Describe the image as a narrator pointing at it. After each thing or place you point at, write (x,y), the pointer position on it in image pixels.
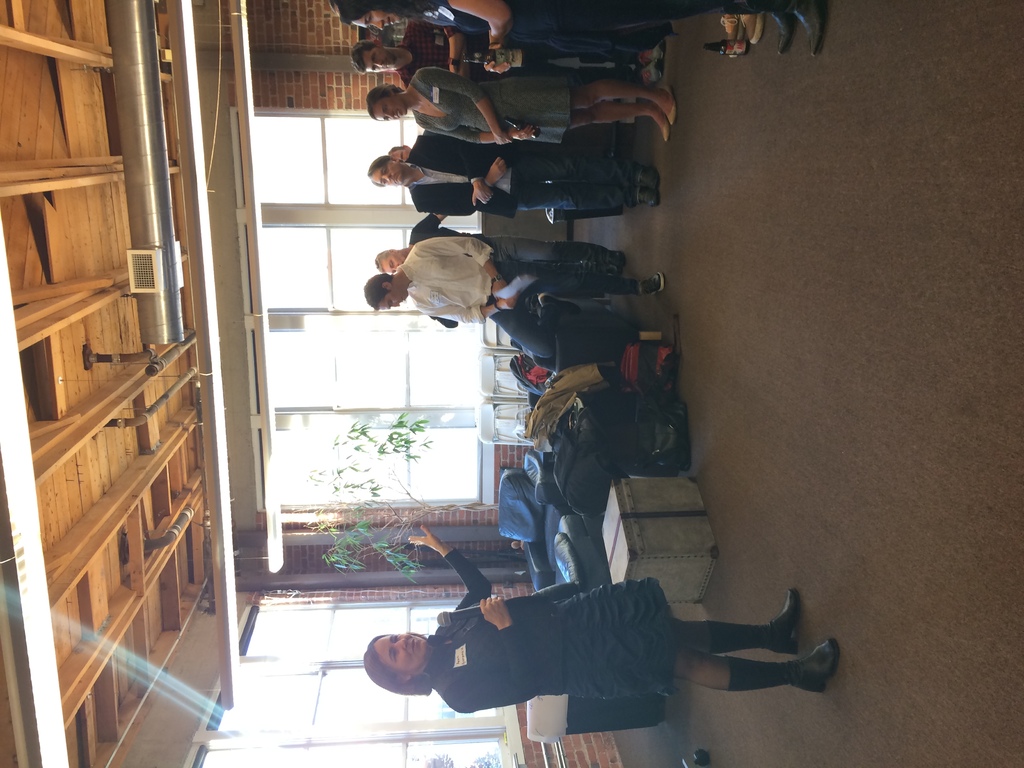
In the center of the image (579,261) we can see a few people (627,55) are standing and they are in different costumes (544,251). Among them, we can see a few people (487,686) are holding some objects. In the background (306,548) there is a brick wall (306,563), plant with branches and leaves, glass (390,372), bags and a few other objects (24,687).
